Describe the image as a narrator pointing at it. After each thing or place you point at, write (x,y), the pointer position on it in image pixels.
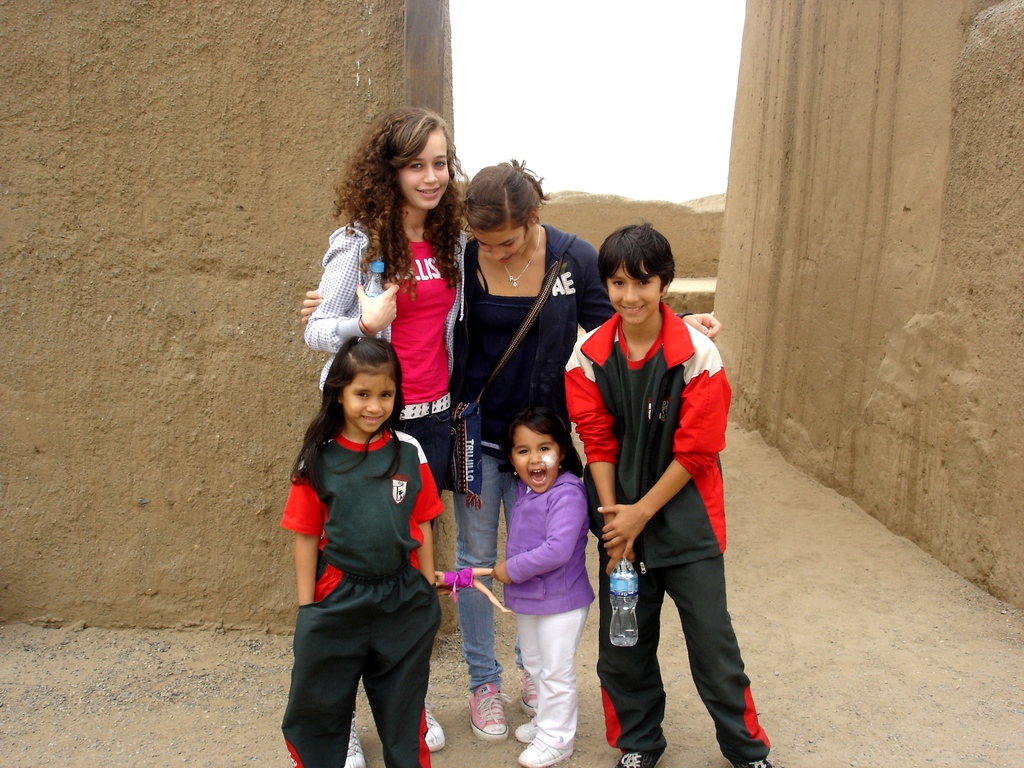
In the center of the image (555,438) we can see a few people (515,378) are standing and they are smiling, which we can see on their faces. And they are holding some objects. In the background (269,180) we can see the sky (571,127), clouds (722,84), hills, walls (822,178) and a few other objects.
